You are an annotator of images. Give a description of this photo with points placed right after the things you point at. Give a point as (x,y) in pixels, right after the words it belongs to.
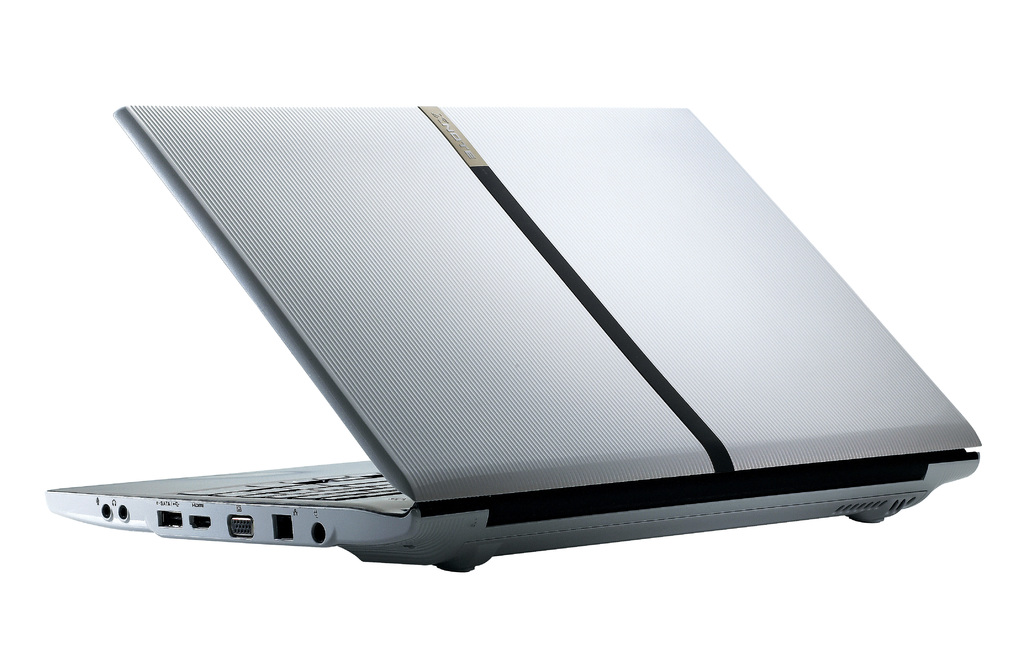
In this Image I can see the laptop (445,382) which is in silver color and there is white color background (228,348).
